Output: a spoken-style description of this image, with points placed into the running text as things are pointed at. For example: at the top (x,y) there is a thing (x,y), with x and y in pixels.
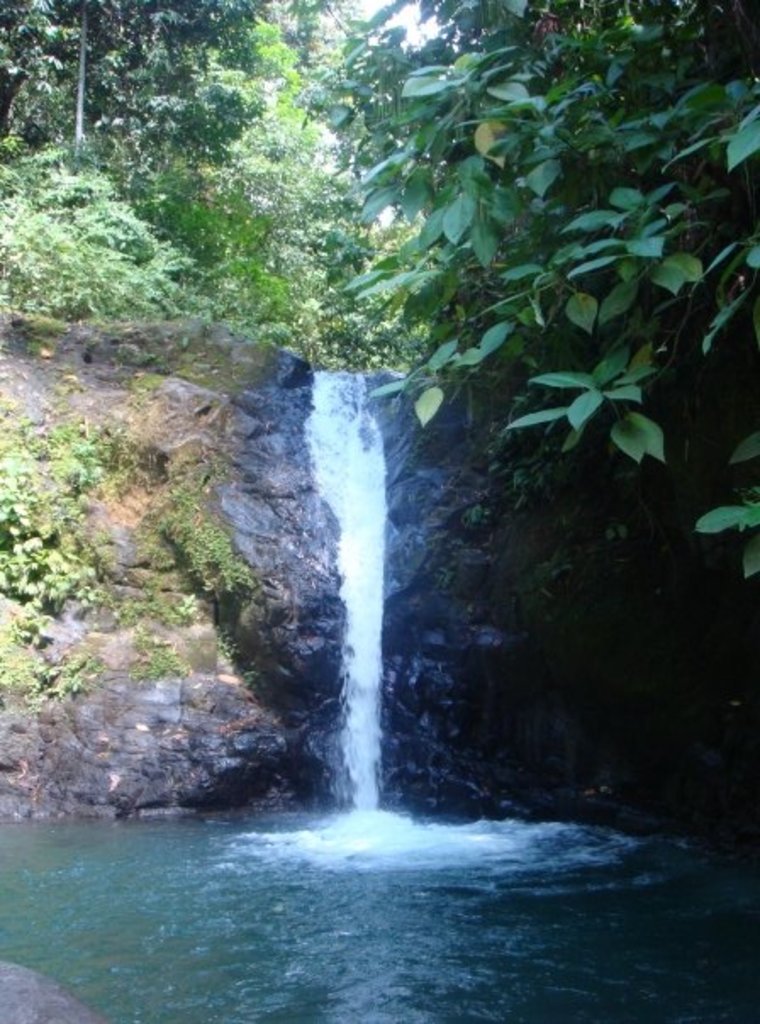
In this image we can see a waterfall (345,667). On the rock (394,507) there are group of plants (195,564). Behind the rock (434,478) there are group of trees (151,302). At the top (367,14) we can see the sky (420,34).
